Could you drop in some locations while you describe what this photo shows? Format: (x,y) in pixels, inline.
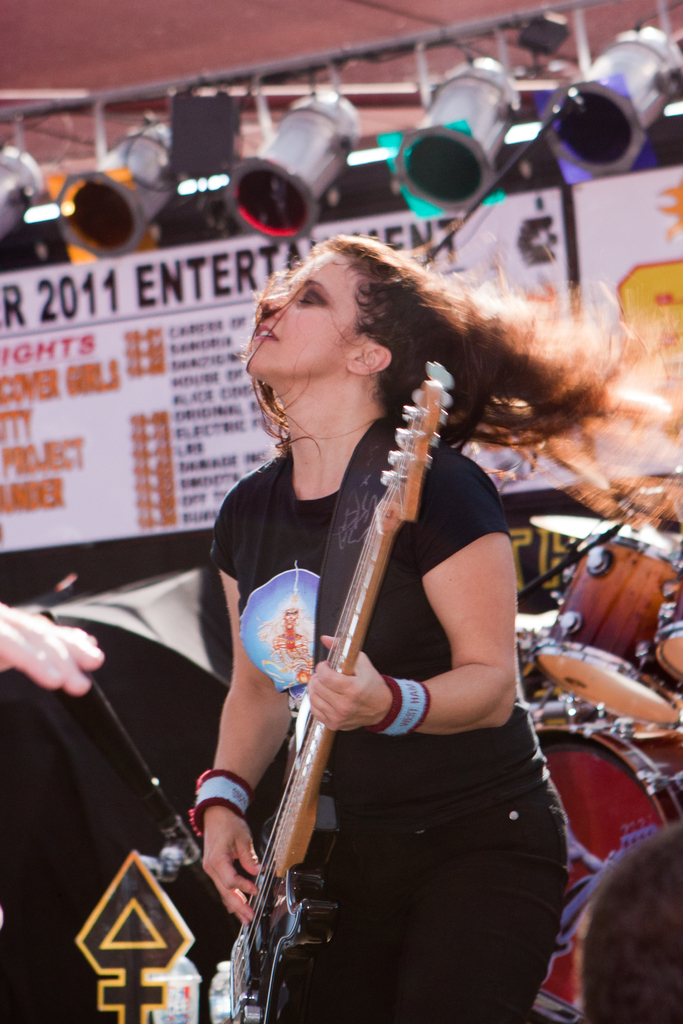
In this image, we can see a woman (344,847) is holding a guitar (273,869) and playing. Background (649,93) we can see musical instrument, some objects (76,733), banner (60,538), lights (306,194), rods (263,90). Right side (625,995) bottom of the image (653,948), we can see human head (603,982). Left side of the image (66,652), we can see human fingers (49,652).
